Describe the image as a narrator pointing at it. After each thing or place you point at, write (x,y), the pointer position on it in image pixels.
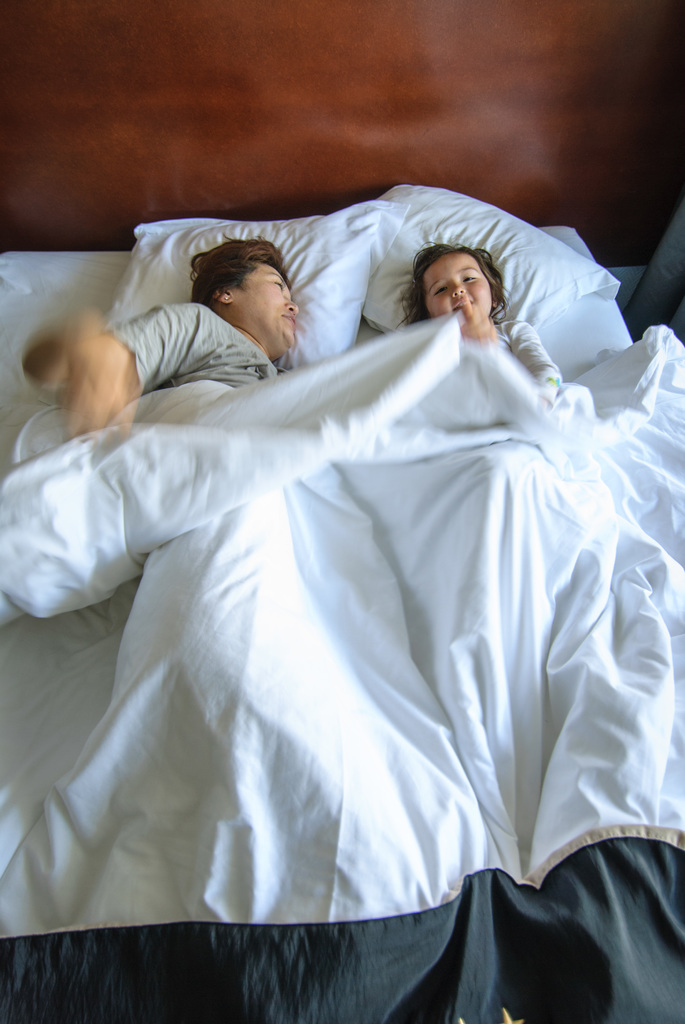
In this image I can see two people (477,339) on the bed (435,789).
